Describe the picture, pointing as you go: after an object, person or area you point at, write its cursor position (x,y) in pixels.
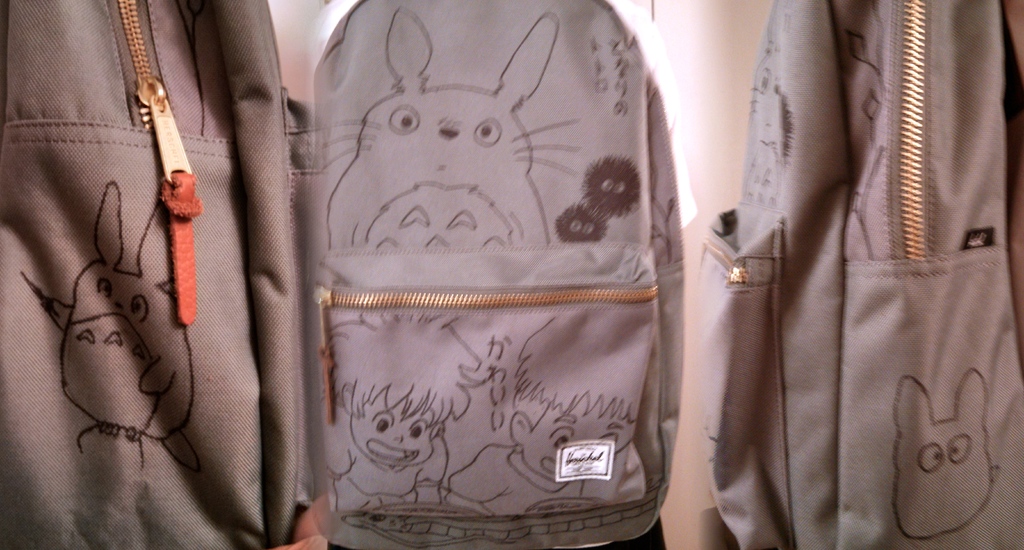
In this picture we can see a bag (615,160) with a zip (513,300), and some crafts (372,231) on it, and beside there is another bag (888,275).
